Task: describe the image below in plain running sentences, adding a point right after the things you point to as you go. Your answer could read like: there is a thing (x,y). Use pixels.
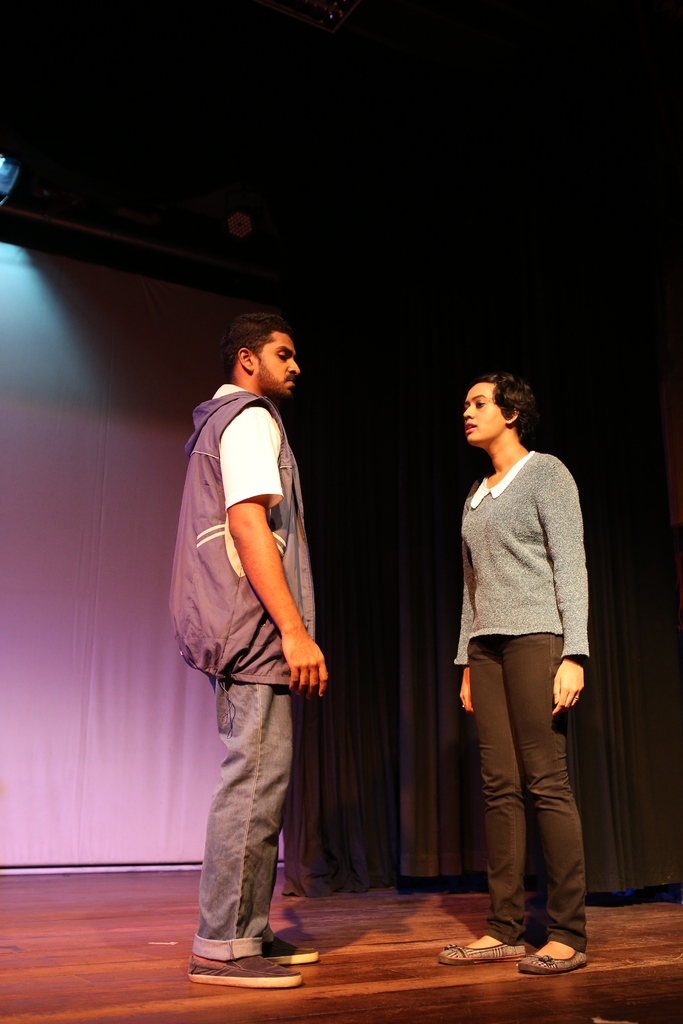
In the image I can see two people (240,985), among them a person (237,973) is wearing the jacket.
